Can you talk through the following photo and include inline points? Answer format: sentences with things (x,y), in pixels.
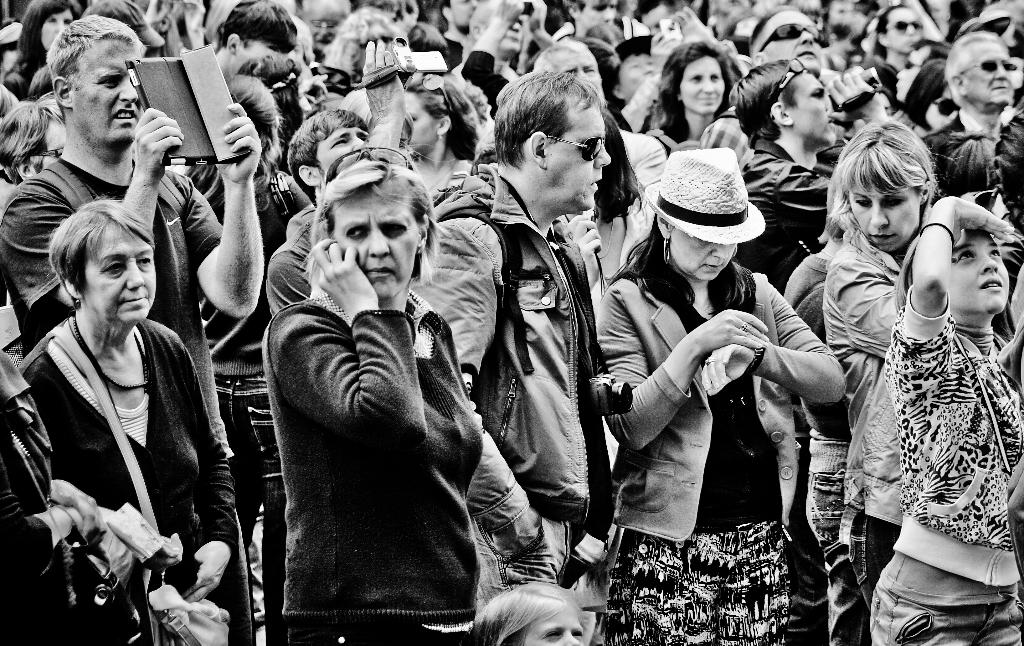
This is a black and white image. Here I can see many people (498,88) standing. In the foreground (666,515) a woman (677,362) is looking into the watch (745,352). Another woman (376,336) is speaking on the phone (334,272). A man (134,203) is holding a device (181,108) in the hands (156,117) and looking into the device (154,86).
